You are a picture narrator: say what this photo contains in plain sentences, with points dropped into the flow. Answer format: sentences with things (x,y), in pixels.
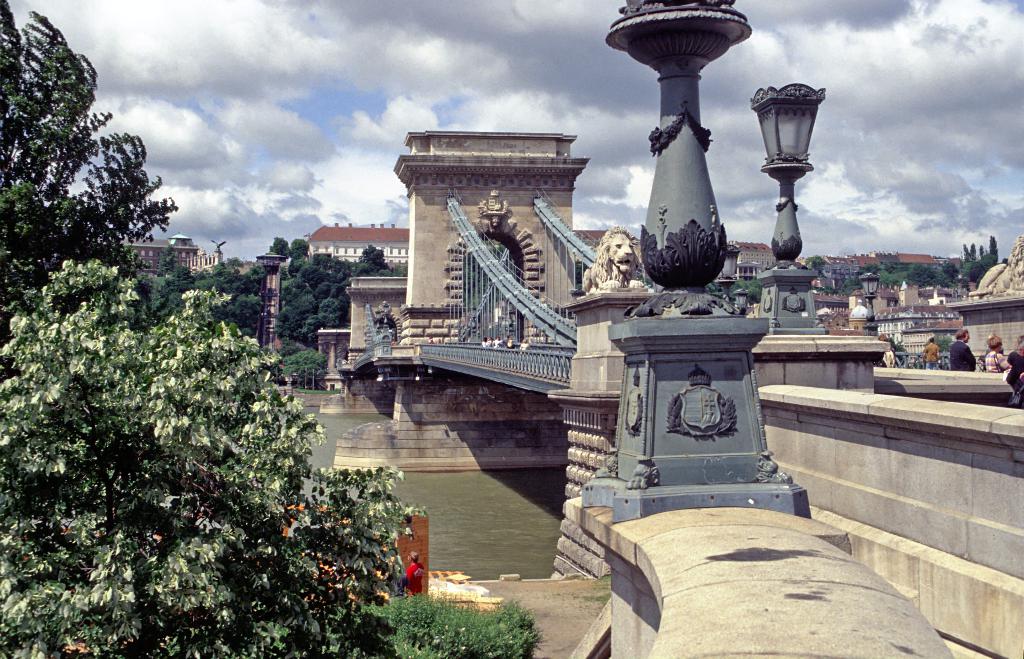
In this image, at the left side (211,542) there are some green color trees (135,460), there is a bridge (386,401) and there is a river (444,493) at the bottom (553,490), at the right side (1006,379) there are some people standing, at the top (387,162) there is a sky (494,112) which is cloudy.
